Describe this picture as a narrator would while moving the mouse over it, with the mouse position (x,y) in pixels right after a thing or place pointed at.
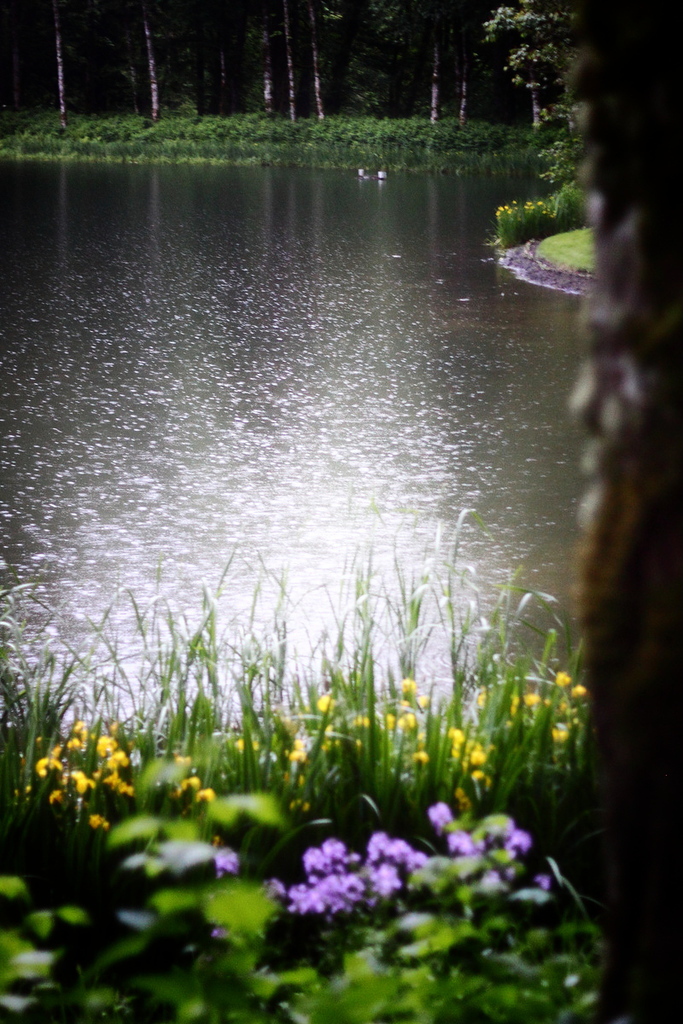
We can see colorful flowers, green leaves (163,1001) and water (464,378). In the background (560,227) we can see flowers (497,215), trees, plants (82,122) and grass (575,237).
